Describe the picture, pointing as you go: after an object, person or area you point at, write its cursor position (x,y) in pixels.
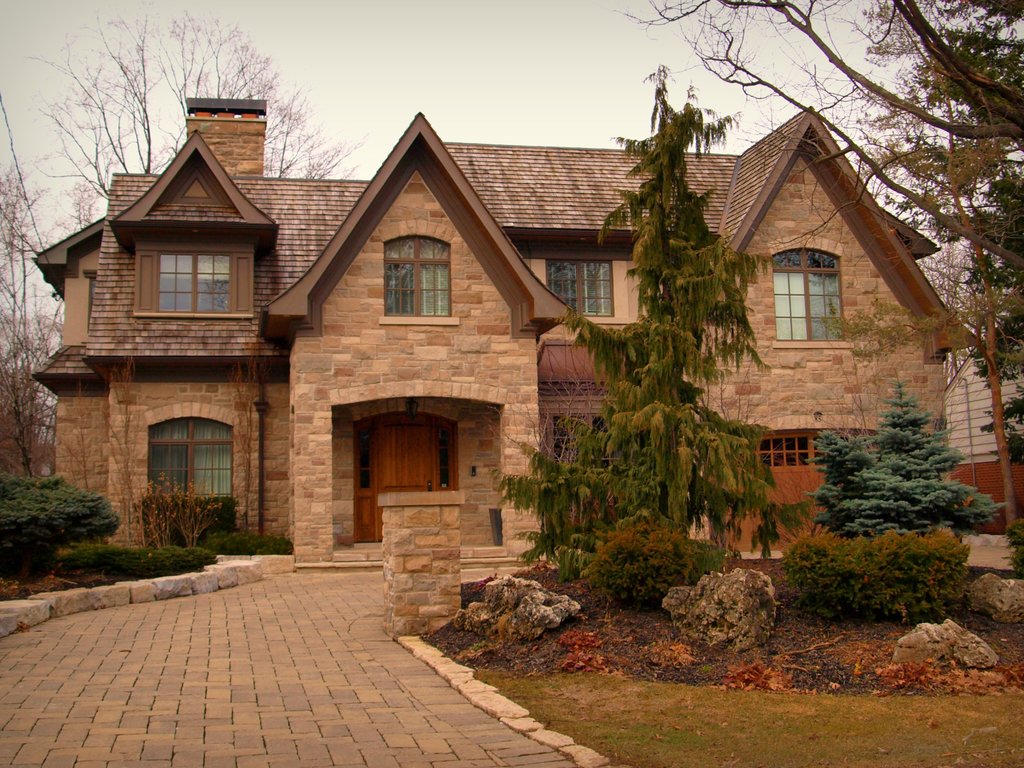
In this image there is a pavement (383,668), in the background (1004,323) there are trees (330,156), house (463,182) and the sky (337,36).
